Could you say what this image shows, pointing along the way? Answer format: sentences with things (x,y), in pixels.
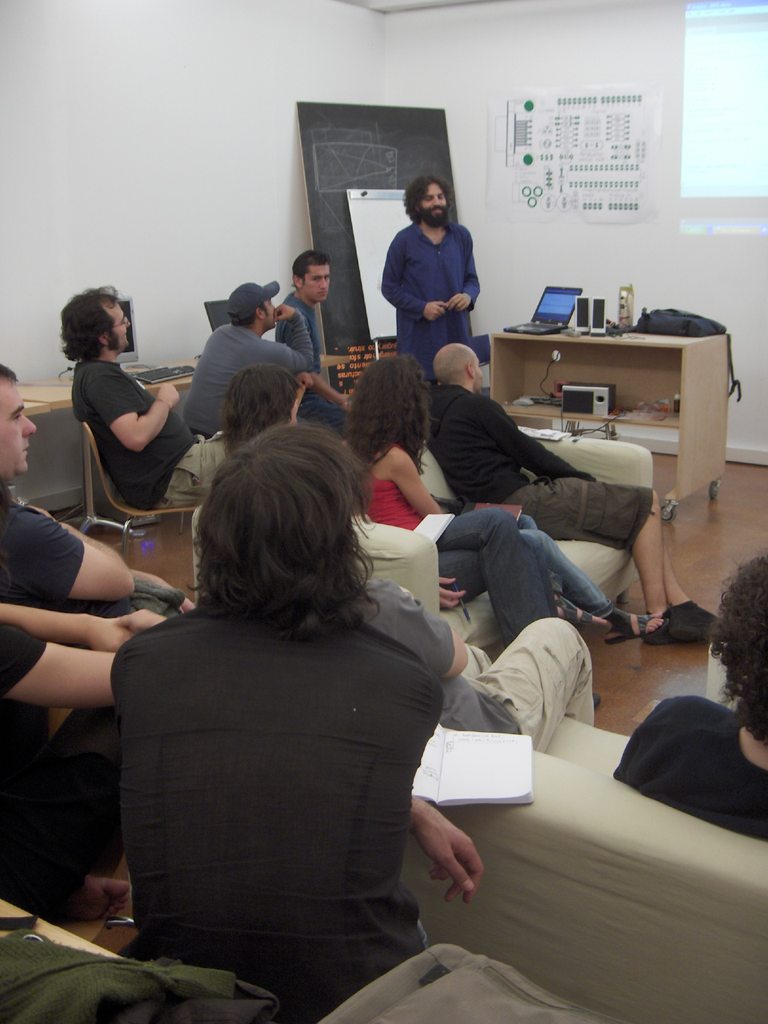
in this picture we can see people (366,643) sitting on the chair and sofa (421,598) here we can see a person (436,343) standing and talking to them, here we can see a black board (416,126), here we can see a laptop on the table (621,393).
